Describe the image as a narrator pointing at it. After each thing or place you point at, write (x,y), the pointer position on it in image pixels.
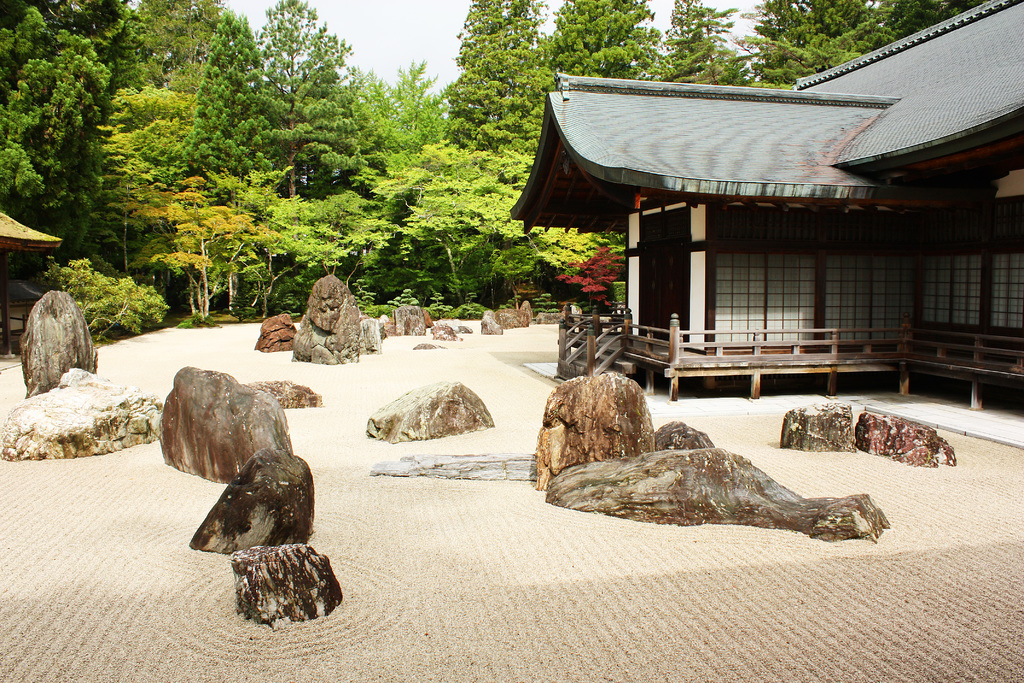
In this picture there is a house (741,108) towards the right (850,296). Before it there are stones (262,522). In the background (348,167) there are trees (416,96) and sky (378,28).
